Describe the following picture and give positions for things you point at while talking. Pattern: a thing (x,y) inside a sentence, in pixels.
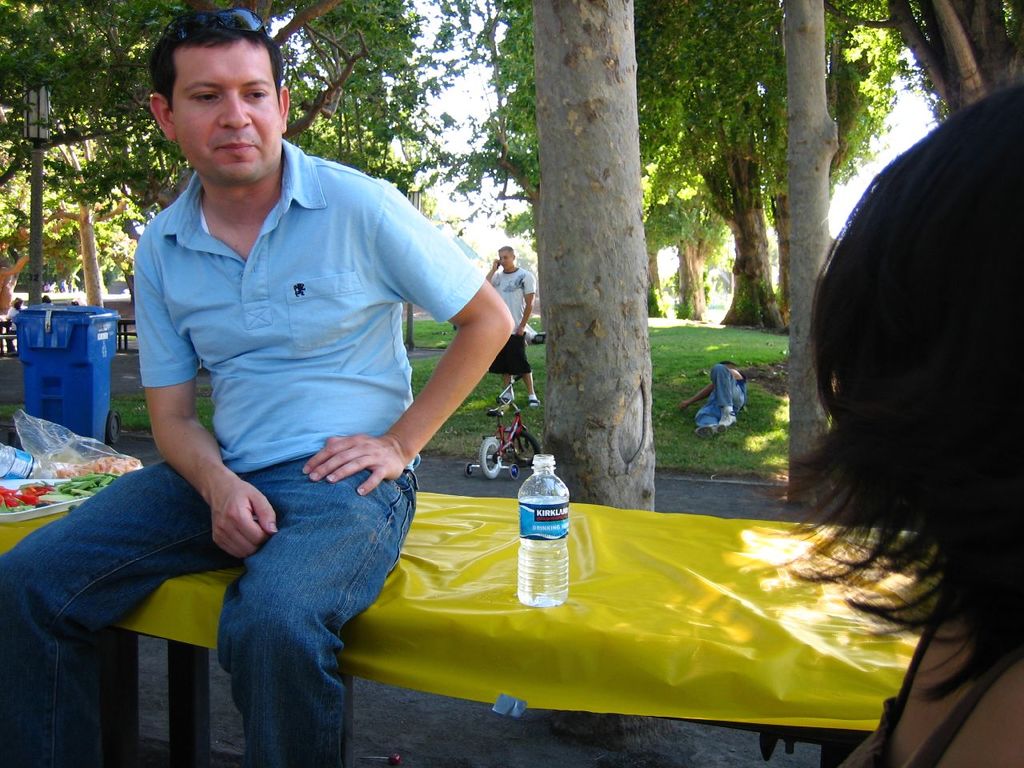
In the bottom right side of the image (994,752) a person (989,347) is standing. Behind her there is a table (515,564), on the table (490,555) there is a bottle (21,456) and plate (3,521) and some food items (67,475) and a person (240,471) is sitting. Behind him there is grass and trees (62,277) and bicycle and dustbin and a person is standing and few people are sitting. At the top of the image (43,159) there are some trees (37,73) and poles (39,160).
